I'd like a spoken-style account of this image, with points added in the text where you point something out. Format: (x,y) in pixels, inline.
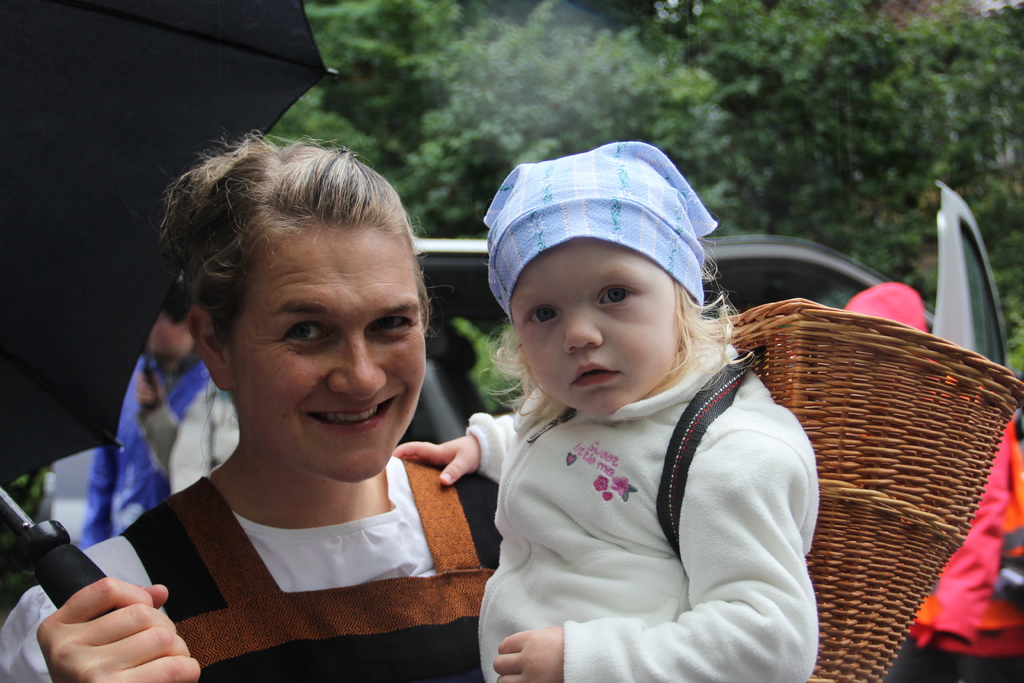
In the foreground (257,318) I can see a woman (259,439) is holding a baby (630,528) and an umbrella (94,428) in hand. In the background (895,241) I can see a car (457,247) and trees (452,117). This image is taken during a rainy day on the road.
